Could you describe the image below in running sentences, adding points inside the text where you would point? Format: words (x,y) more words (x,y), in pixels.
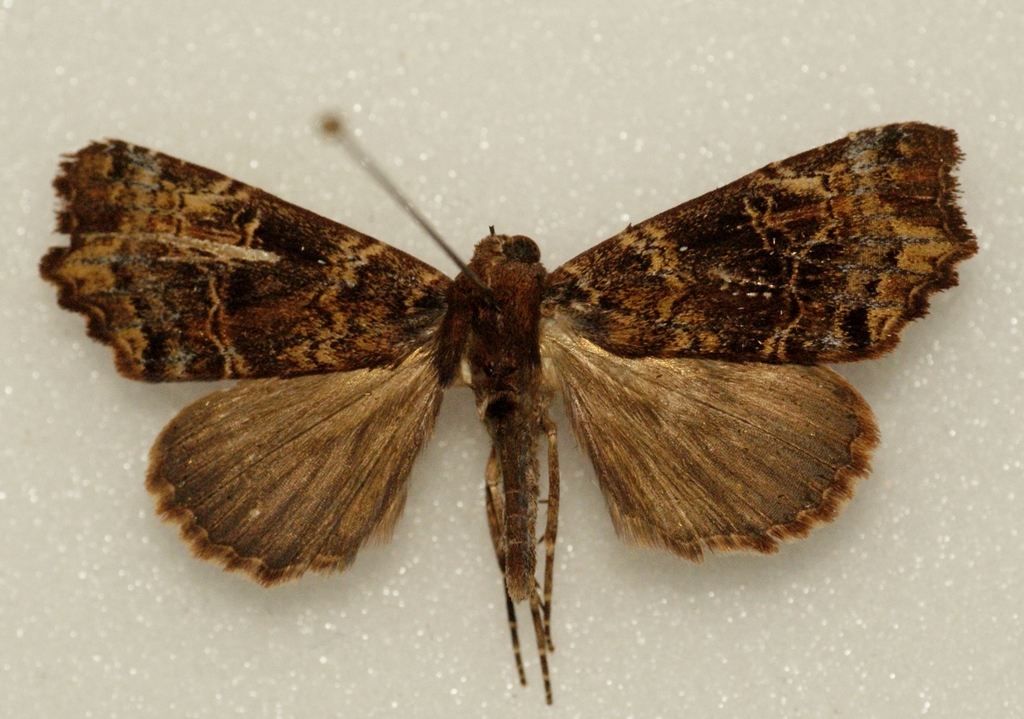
In this image I can see a butterfly (707,197) which is in brown and black color. It is on the white surface (898,598).
